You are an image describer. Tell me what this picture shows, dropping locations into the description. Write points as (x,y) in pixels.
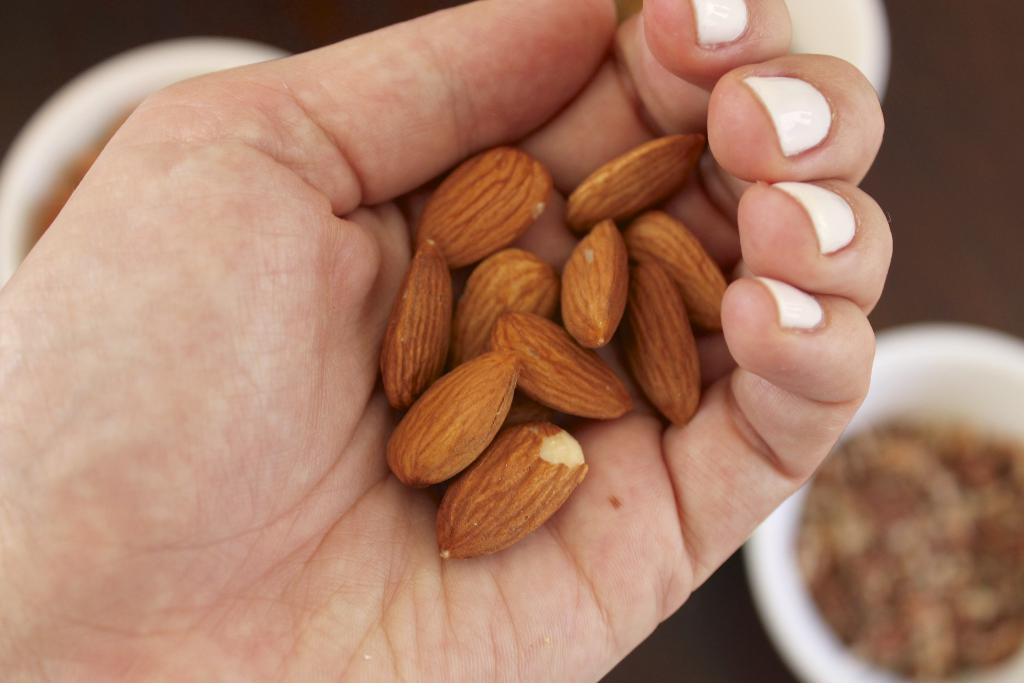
This picture shows a human hand (741,452) holding a bunch of nuts (442,354) and we see some food (951,514) in the couple of bowls (941,345) on the table (891,89).
